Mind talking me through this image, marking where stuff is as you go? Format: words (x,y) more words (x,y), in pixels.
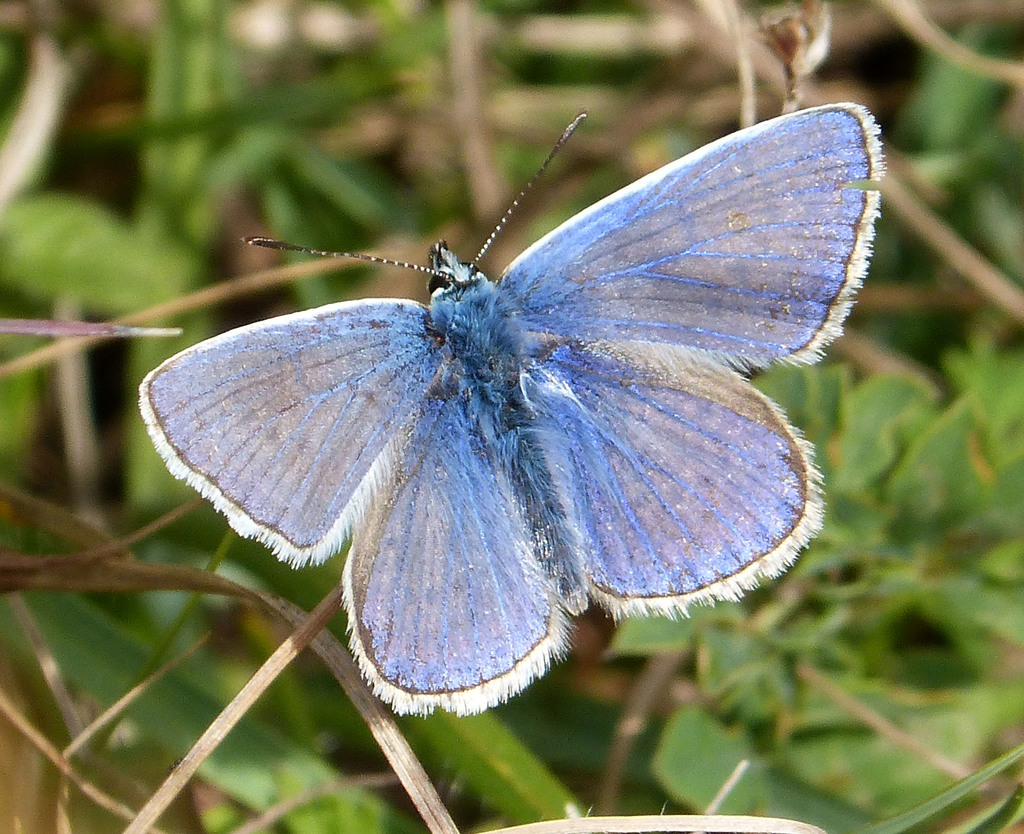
In this image I can see a butterfly (539,263) in blue and white color. Back I can see few green color leaves (914,515).
